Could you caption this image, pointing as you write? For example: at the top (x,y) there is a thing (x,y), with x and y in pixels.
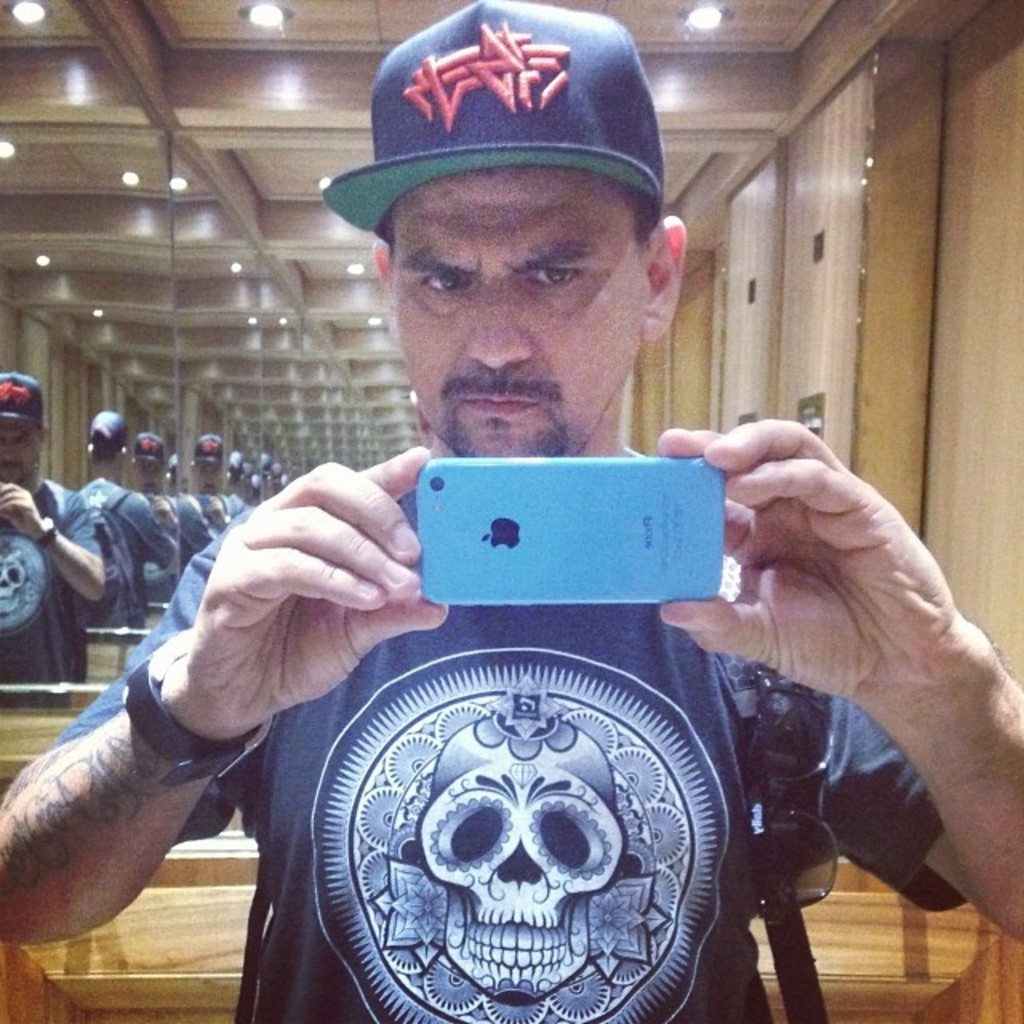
In the foreground of this image (475,294), there is a man (501,294) holding a phone (608,571) and wearing a bag (809,787). Behind him, there are mirrors (124,296), lights (98,314) at the top (283,13) and the wooden wall (931,373).
